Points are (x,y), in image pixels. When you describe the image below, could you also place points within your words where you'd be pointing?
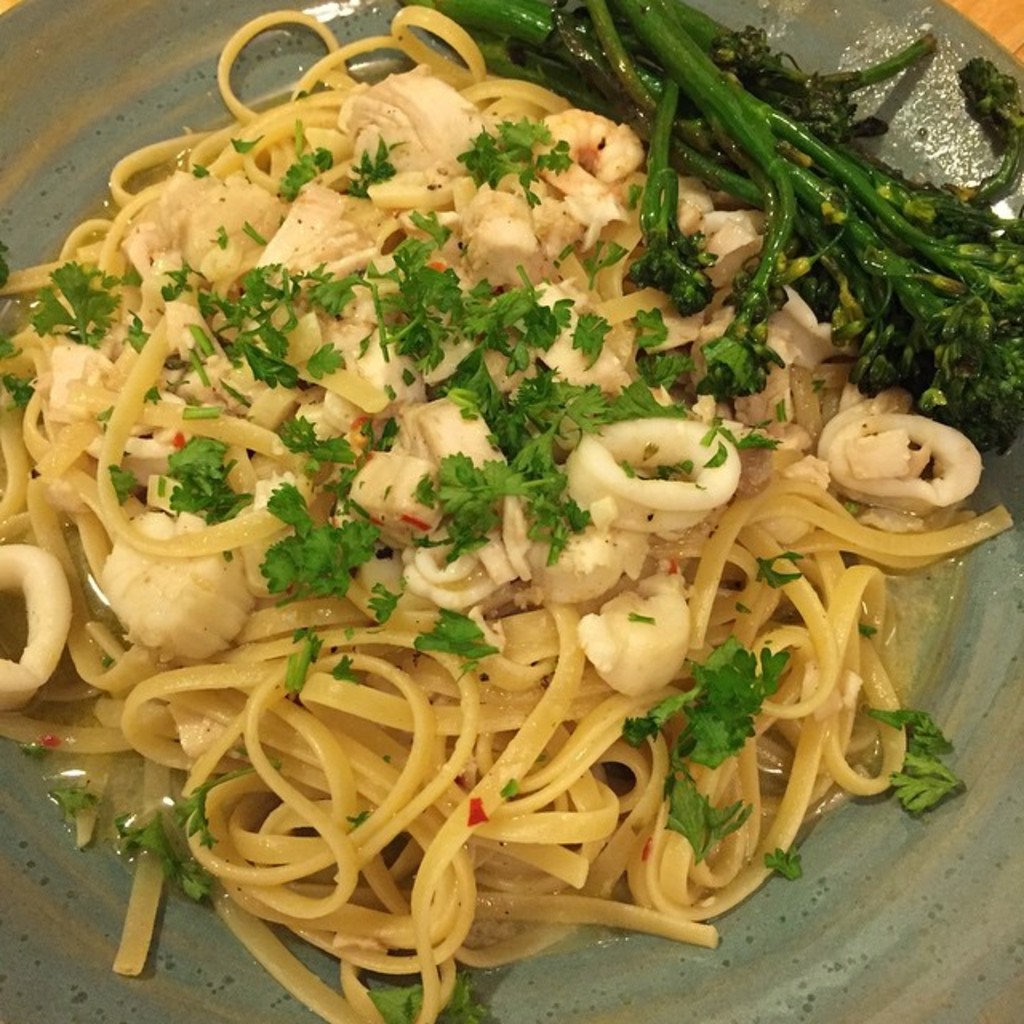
In this image we can see food (591,348) placed in a plate (891,825) kept on the surface (1002,6).
